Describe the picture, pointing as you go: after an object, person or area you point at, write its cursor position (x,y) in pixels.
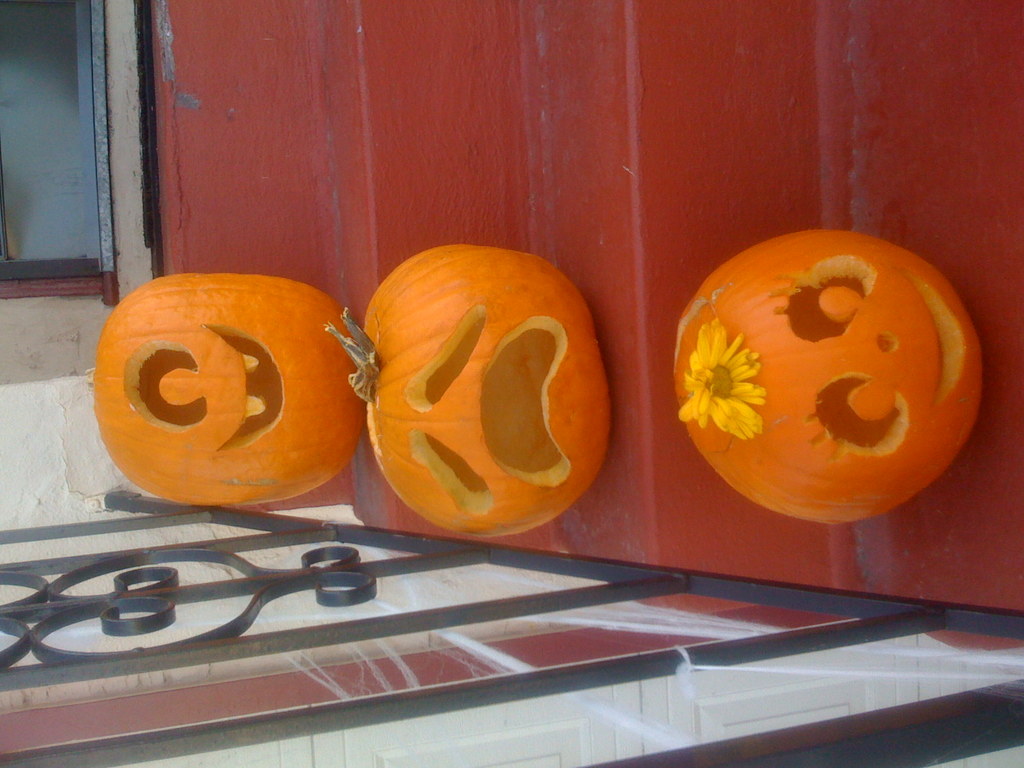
In this image I can see there are pumpkins (980,383) in the shape of human smiles (542,371) on this staircase (624,271). At the bottom (897,748) there is an iron grill (24,536).
